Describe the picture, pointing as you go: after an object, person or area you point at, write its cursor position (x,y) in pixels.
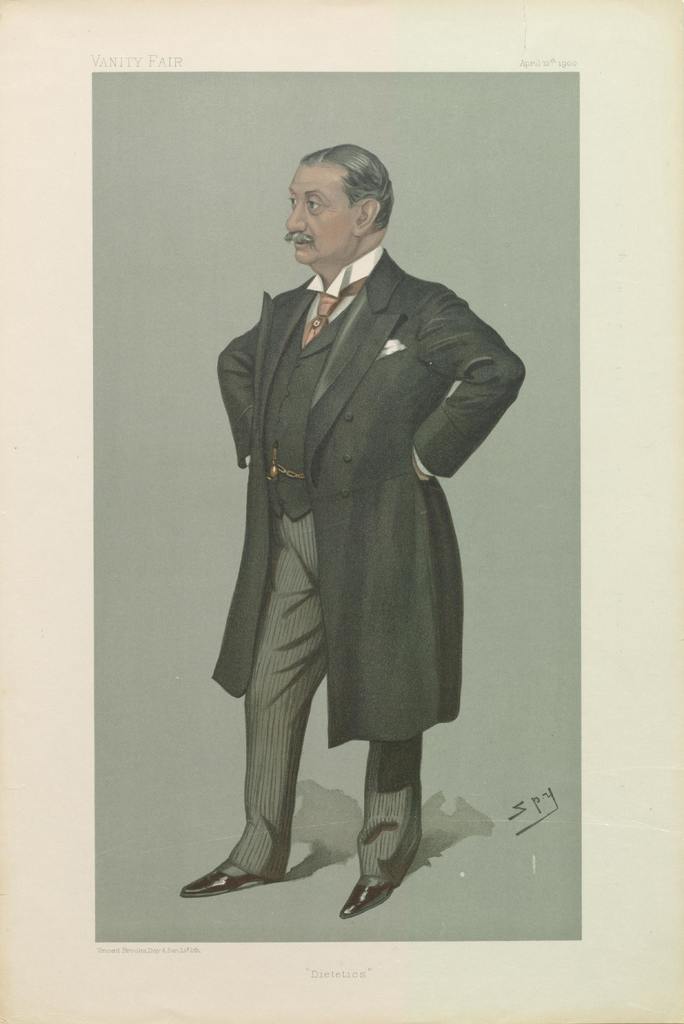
In this image there is a painting (307,479) of the man (316,431) standing.
